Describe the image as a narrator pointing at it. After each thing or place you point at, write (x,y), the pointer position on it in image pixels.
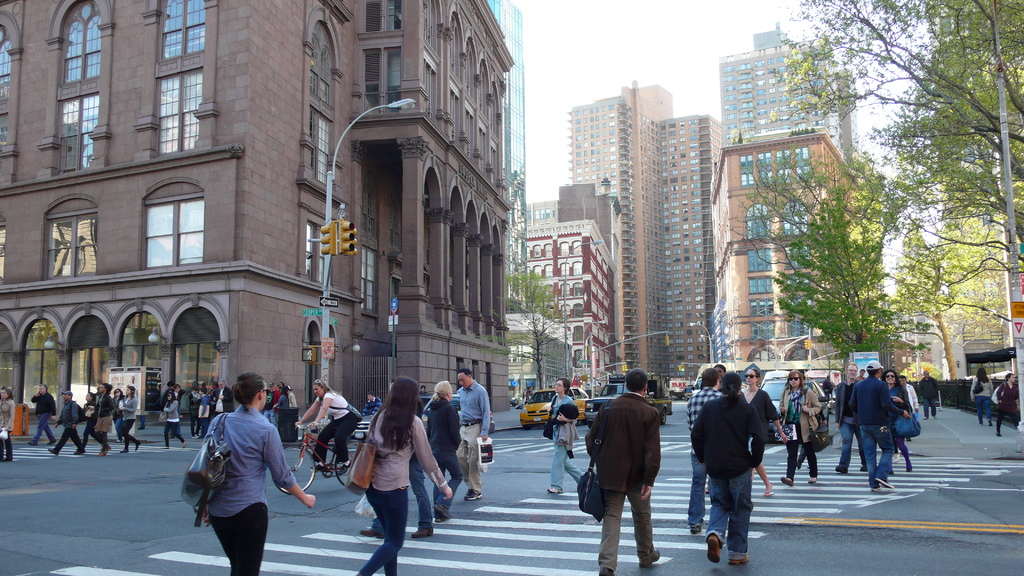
In this image, we can see vehicles (671,406) and there are people (458,464) walking and some of them are holding bags (599,503). In the background (357,215), there are poles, buildings (364,199), name boards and sign boards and there are trees (779,186). At the bottom (510,533), there is road (524,478) and at the top (572,43), there is sky (571,51).
